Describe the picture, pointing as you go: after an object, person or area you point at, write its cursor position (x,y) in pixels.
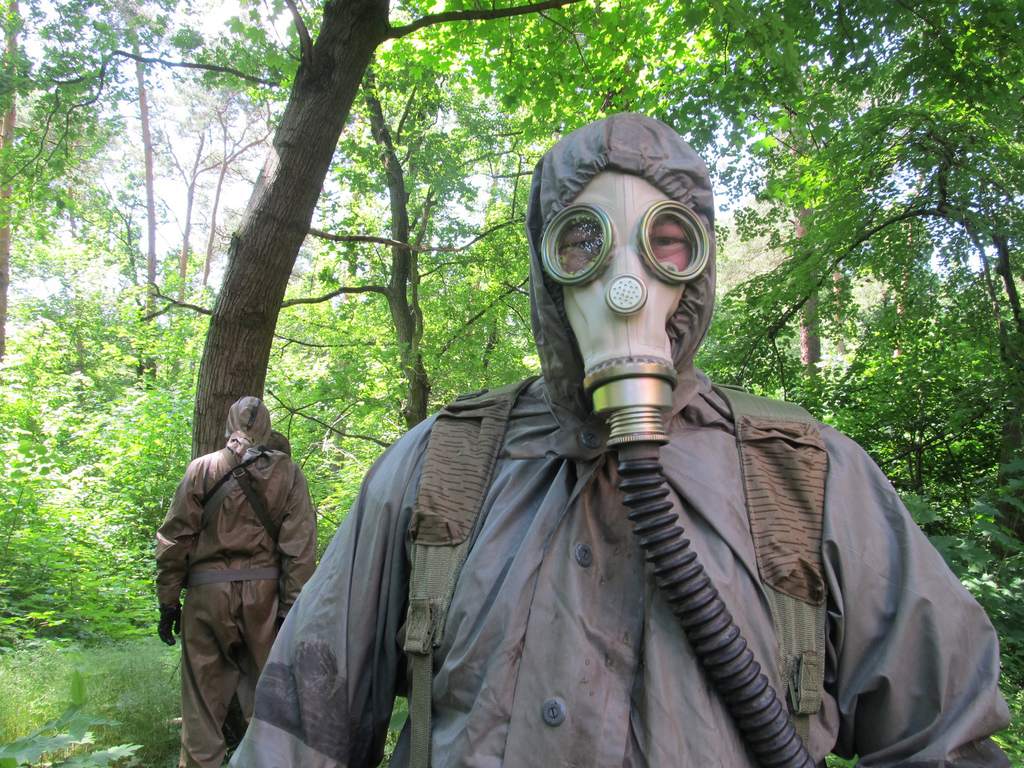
In this image we can see there are people (389,675) standing with fully covered costumes (345,667) and mask (656,298) with pipes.
